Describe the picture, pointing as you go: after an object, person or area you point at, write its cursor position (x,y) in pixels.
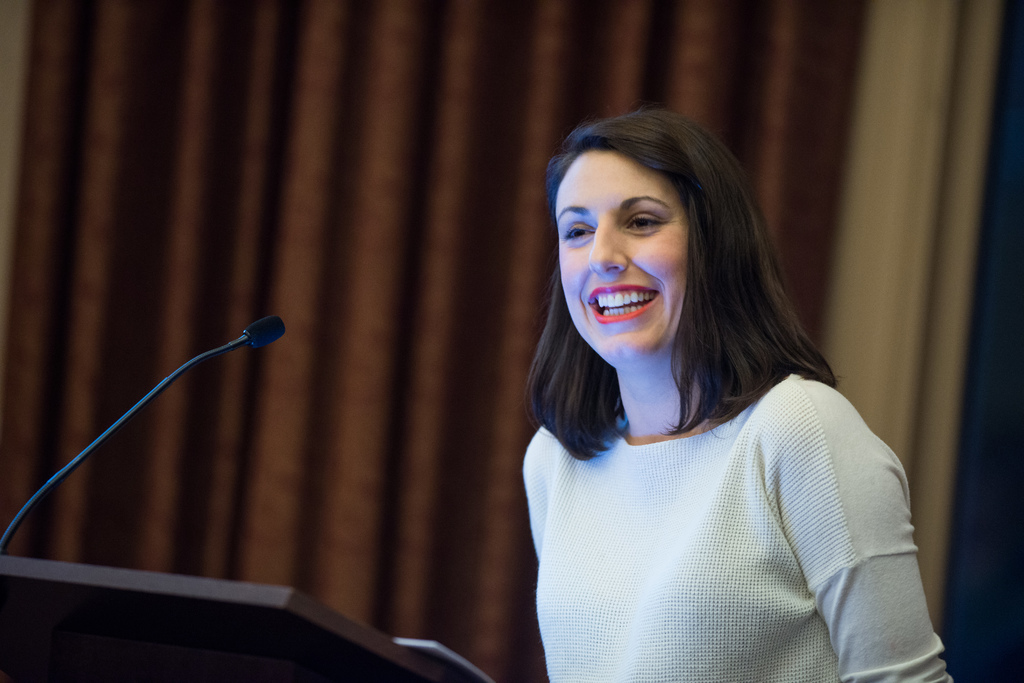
In this picture we can see a woman (660,438), she is smiling, in front of her we can see a microphone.
